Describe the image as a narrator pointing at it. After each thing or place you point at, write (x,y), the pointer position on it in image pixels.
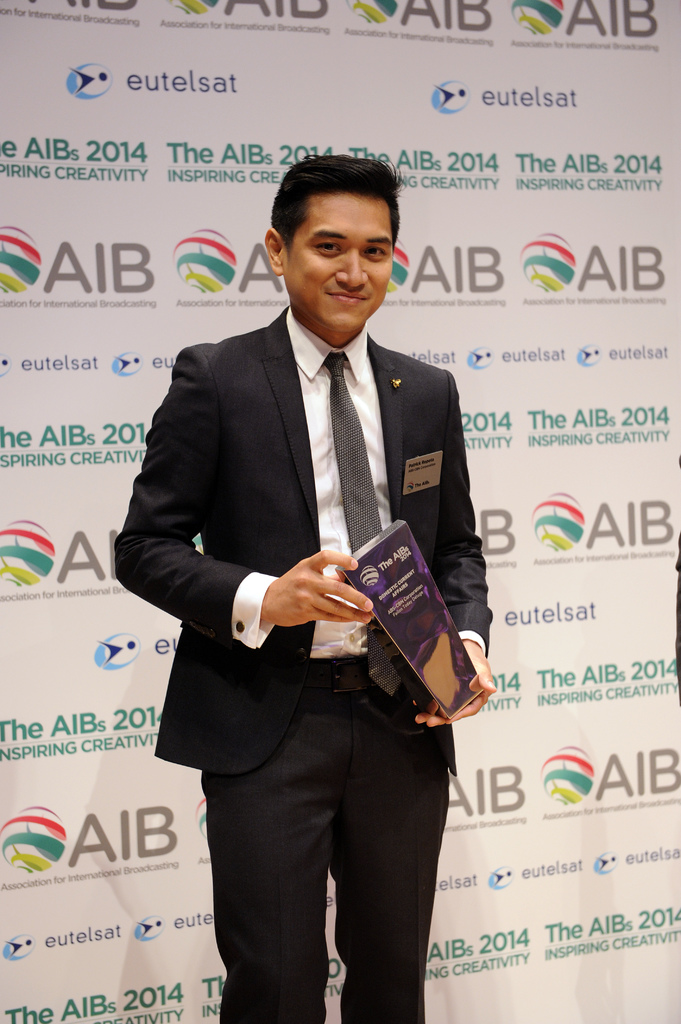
In this picture there is a person (305,567) standing and smiling and he is holding the object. At the back (559,267) there is a hoarding (584,827) and there is a text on the hoarding (85,44).
